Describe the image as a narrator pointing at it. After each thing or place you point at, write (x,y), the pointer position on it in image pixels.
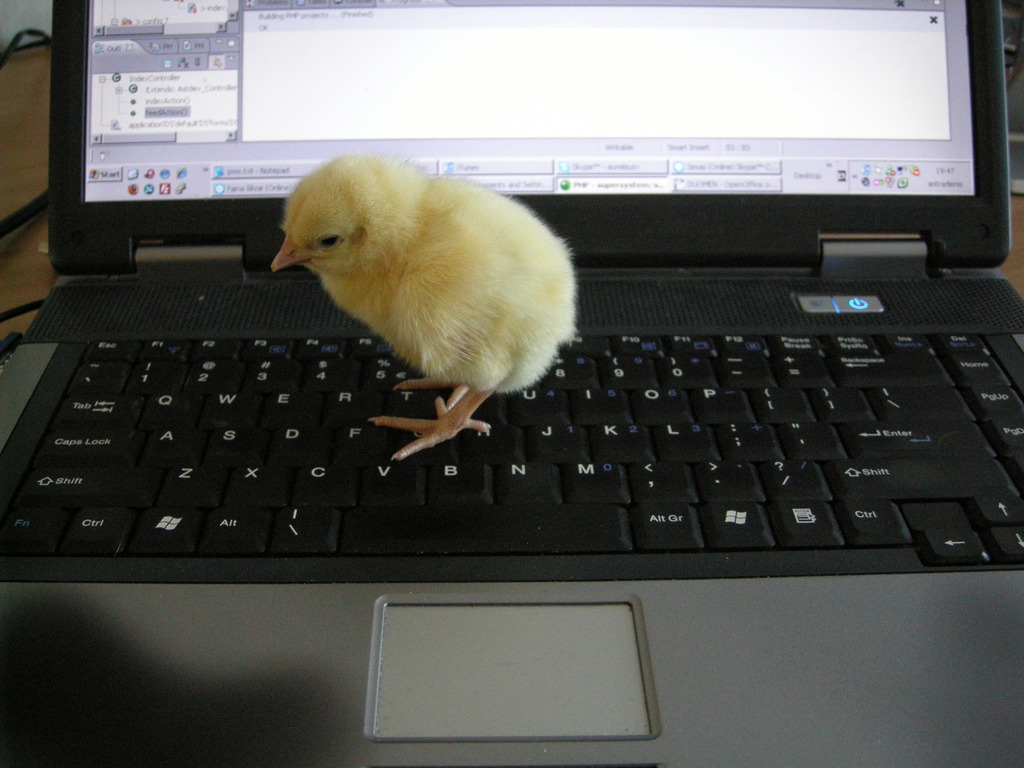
In this picture I can see a chick (413,315) on the laptop (489,477).
